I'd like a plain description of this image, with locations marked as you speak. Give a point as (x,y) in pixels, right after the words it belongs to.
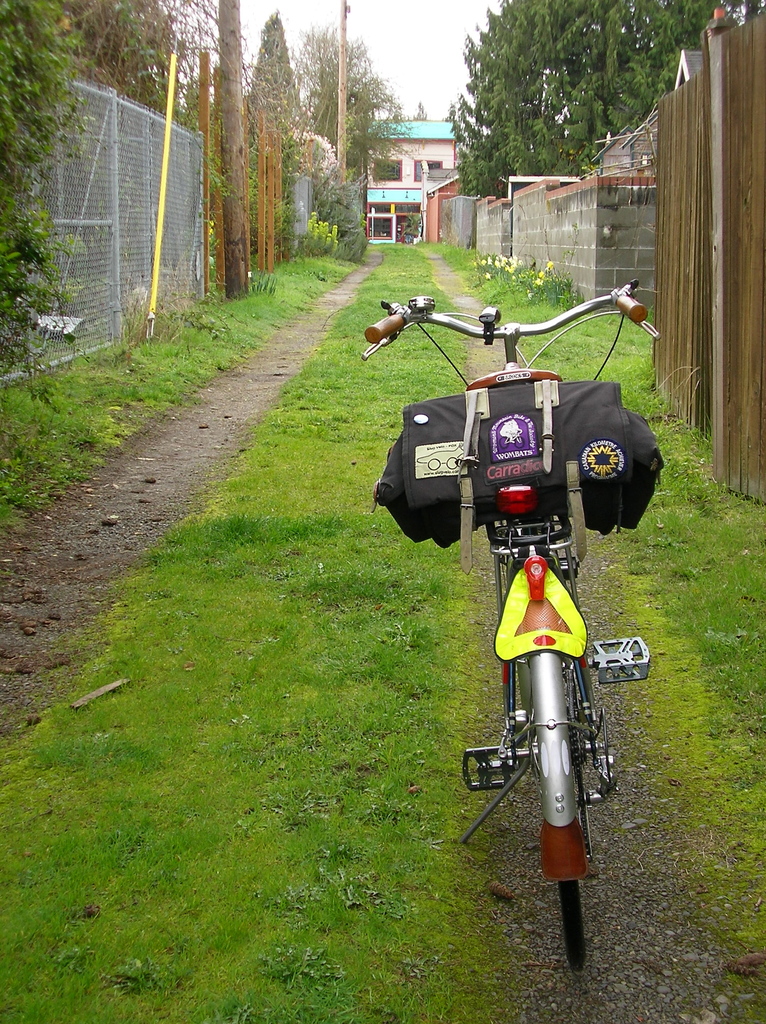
In the foreground of this image (515,601), there is a bicycle (519,582) and a bag (540,428) on it and there is also the grass (247,576) on the both the sides to the path (453,280). On the right (654,226), there are plants (514,278), wall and a tree (543,70). On the left (38,358), there are trees (22,289) and the fencing (140,240). In the background (396,209), there is a building (400,136) and the sky (397,29).
